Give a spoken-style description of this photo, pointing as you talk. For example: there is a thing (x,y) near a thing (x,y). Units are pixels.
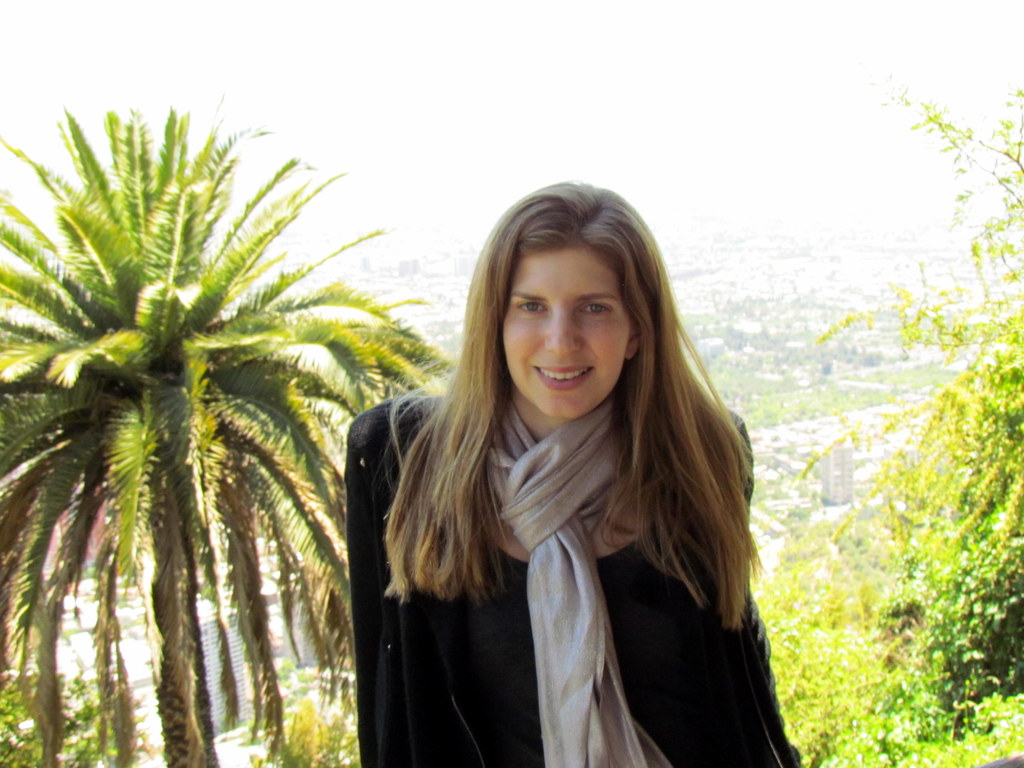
In this image I can see a woman (437,568) wearing a black color suit (447,619), neckwear (575,587), smiling and giving pose for the picture. In the background (911,610), I can see the trees (151,541) and buildings (212,661).
